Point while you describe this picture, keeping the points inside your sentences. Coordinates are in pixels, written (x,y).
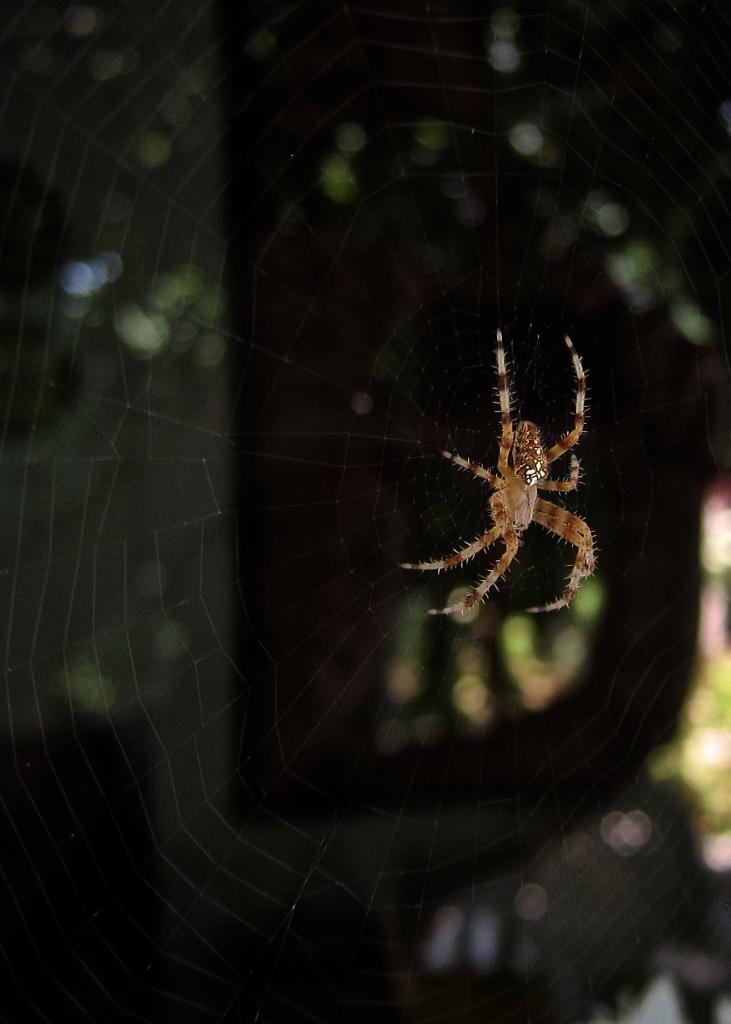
In this image, we can see a spider (509,504) on the web (360,610) which is on the blur background.
